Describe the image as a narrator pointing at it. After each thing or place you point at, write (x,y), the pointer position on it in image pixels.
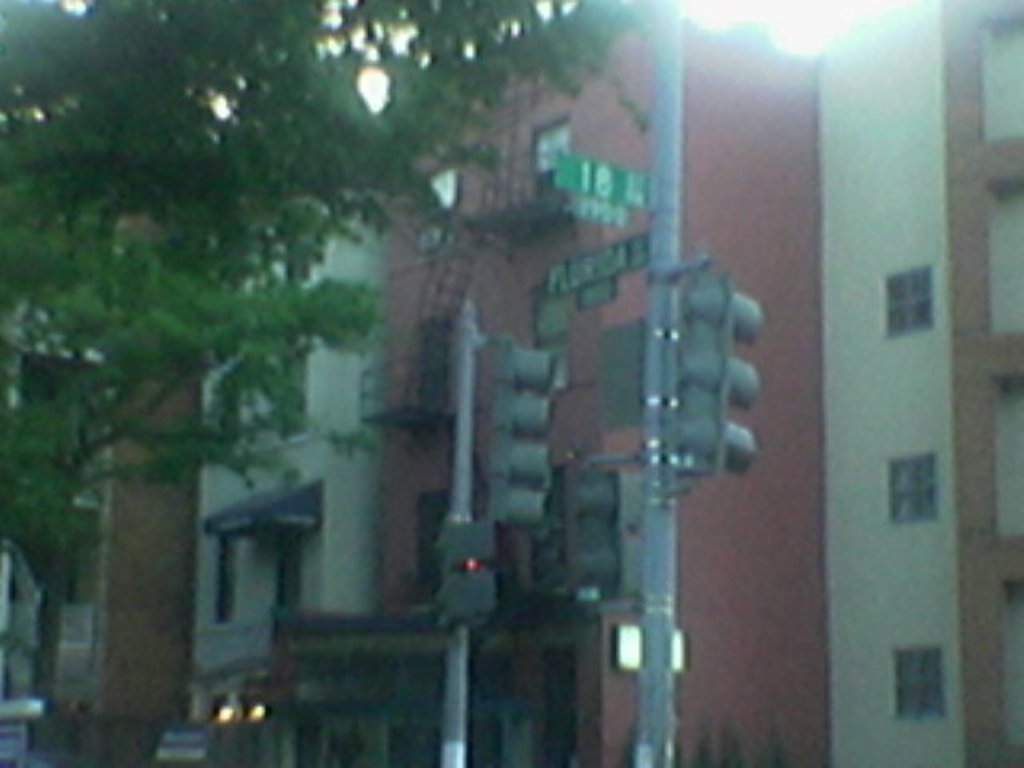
In the picture there are few buildings (909,401) and in front of those buildings (695,525) there are two traffic signal poles (657,495), on the left side (106,151) there is a tree (163,167).
